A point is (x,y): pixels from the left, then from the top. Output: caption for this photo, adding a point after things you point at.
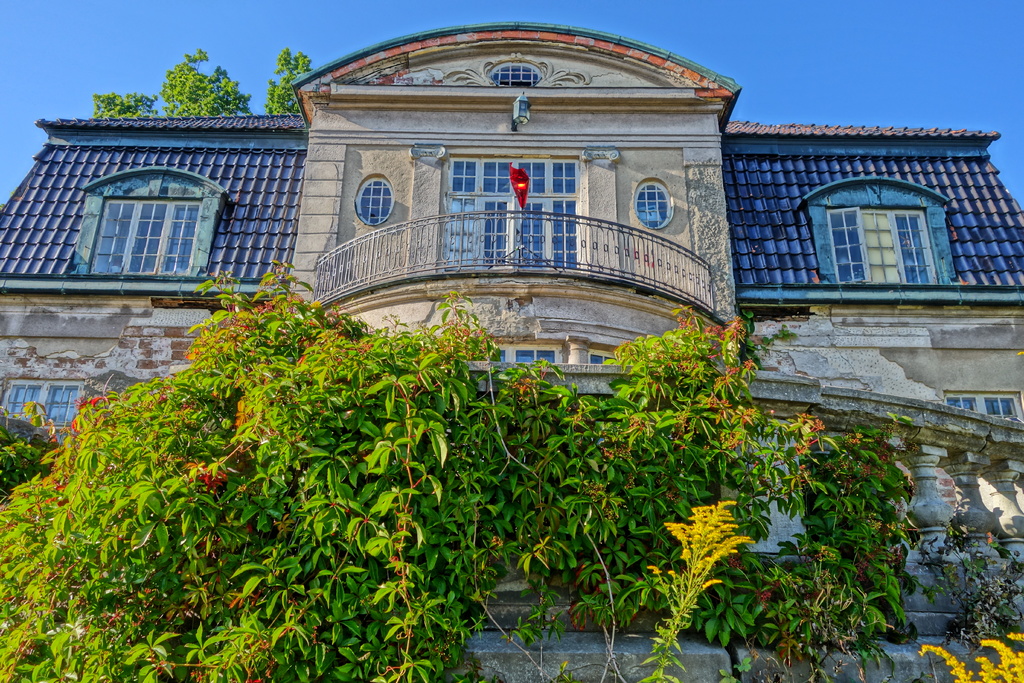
This picture is taken from outside of the building (560,609). In this image, we can see some plants (203,530) with flowers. In the background (454,262), we can see a building (505,281), glass window (160,266). At the top (238,25), we can see a sky (207,46) and a tree (279,84).
